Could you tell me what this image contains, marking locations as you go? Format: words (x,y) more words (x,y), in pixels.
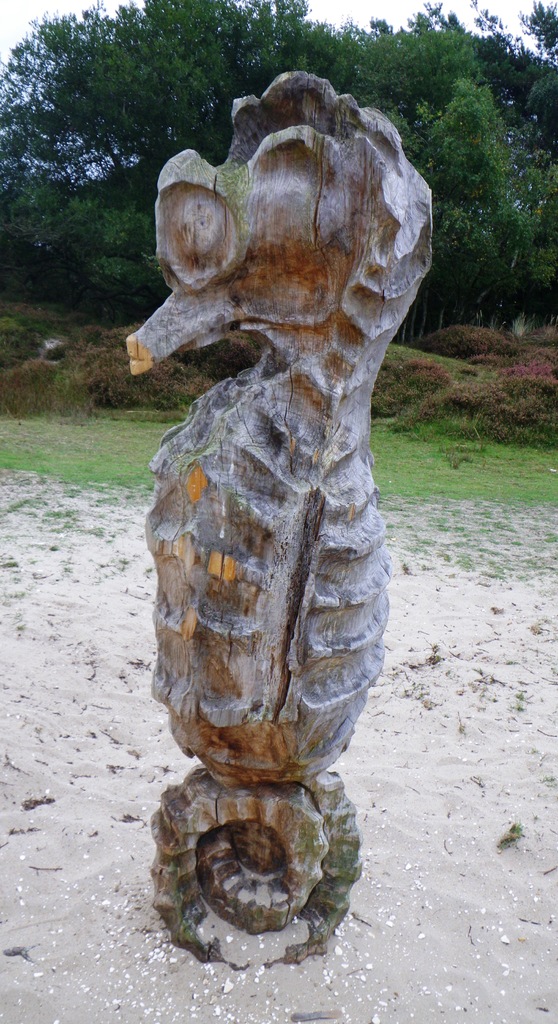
In the picture I can see a sculpture (257,600). In the background (425,161) I can see trees (455,36), the sky (373,5) and the grass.
